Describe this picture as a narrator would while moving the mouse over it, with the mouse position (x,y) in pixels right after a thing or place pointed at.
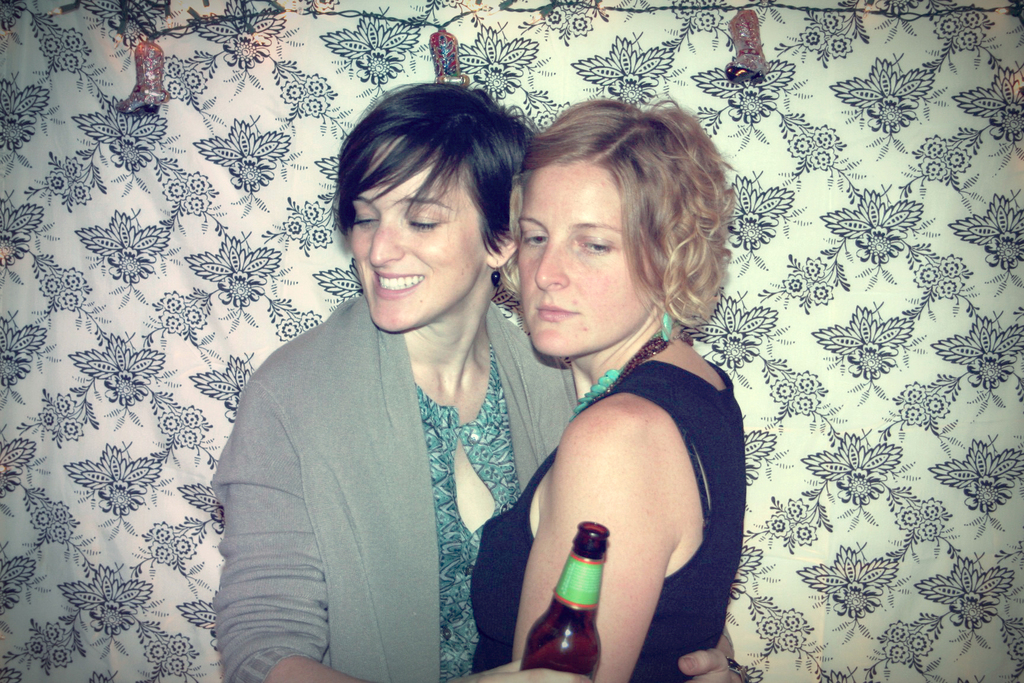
In this picture these two persons (560,394) holding each other. This person (316,598) holding bottle (571,604). In this background (287,116) we can see wall (693,76) and there are lights (764,58).
